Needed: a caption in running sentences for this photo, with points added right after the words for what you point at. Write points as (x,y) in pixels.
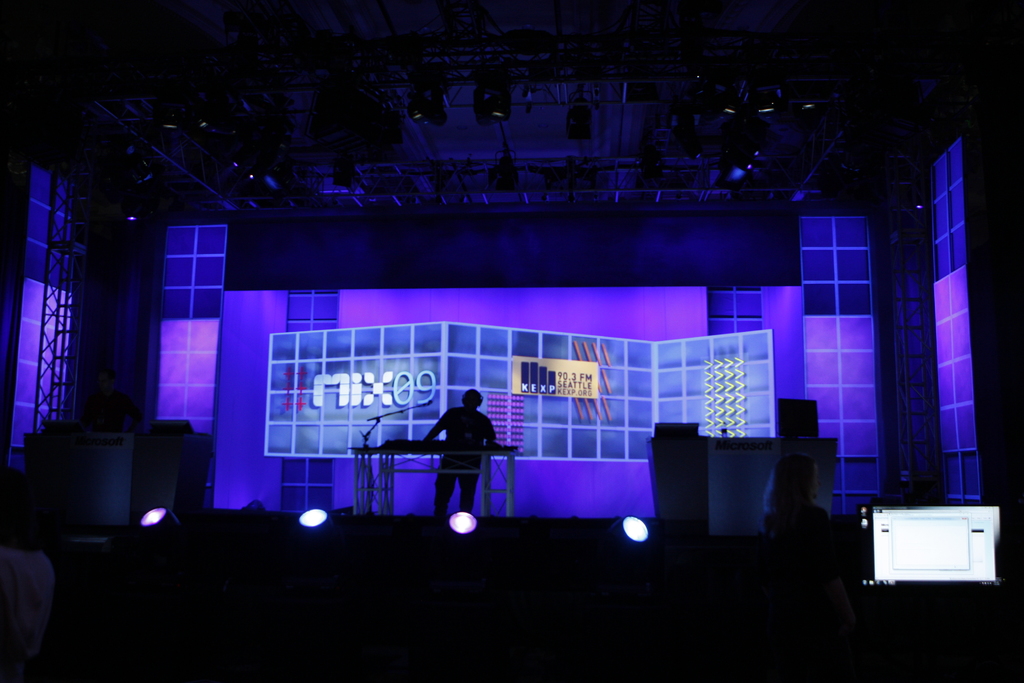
In this picture we can see a person (466,433) standing here, on the right side (749,457) there is a desk (749,466), we can see a microphone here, in the background (426,394) there is a screen (495,332), at the right bottom (955,554) we can see a monitor (933,577), there are some lights (743,149) at the top of the picture (754,126).
